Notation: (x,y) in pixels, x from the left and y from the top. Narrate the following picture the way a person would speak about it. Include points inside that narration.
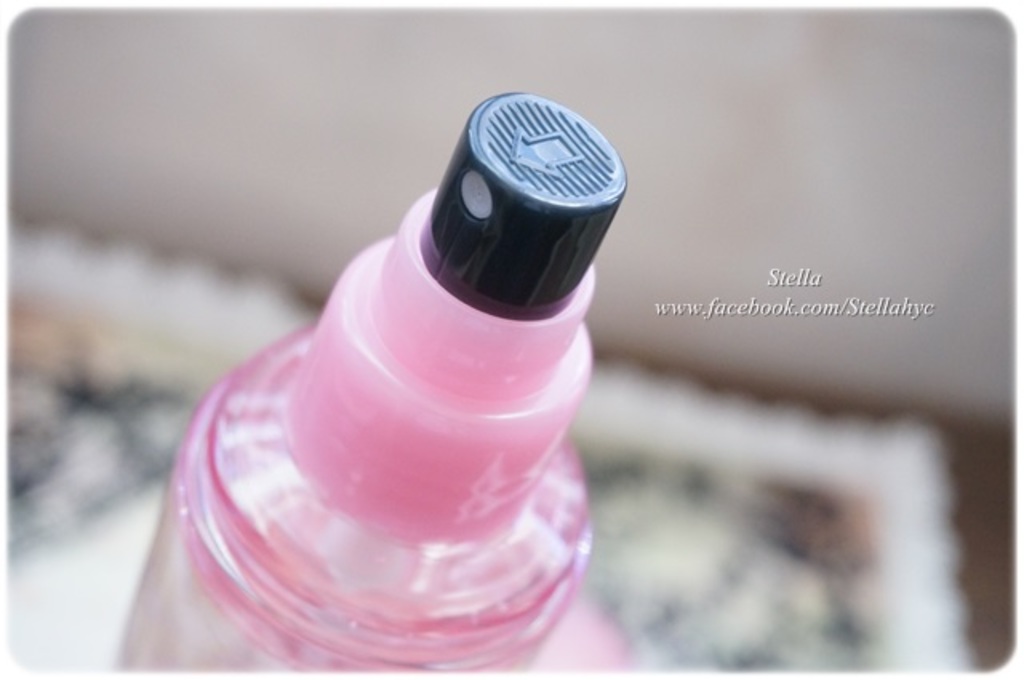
There is a bottle (489,506) in this image.
